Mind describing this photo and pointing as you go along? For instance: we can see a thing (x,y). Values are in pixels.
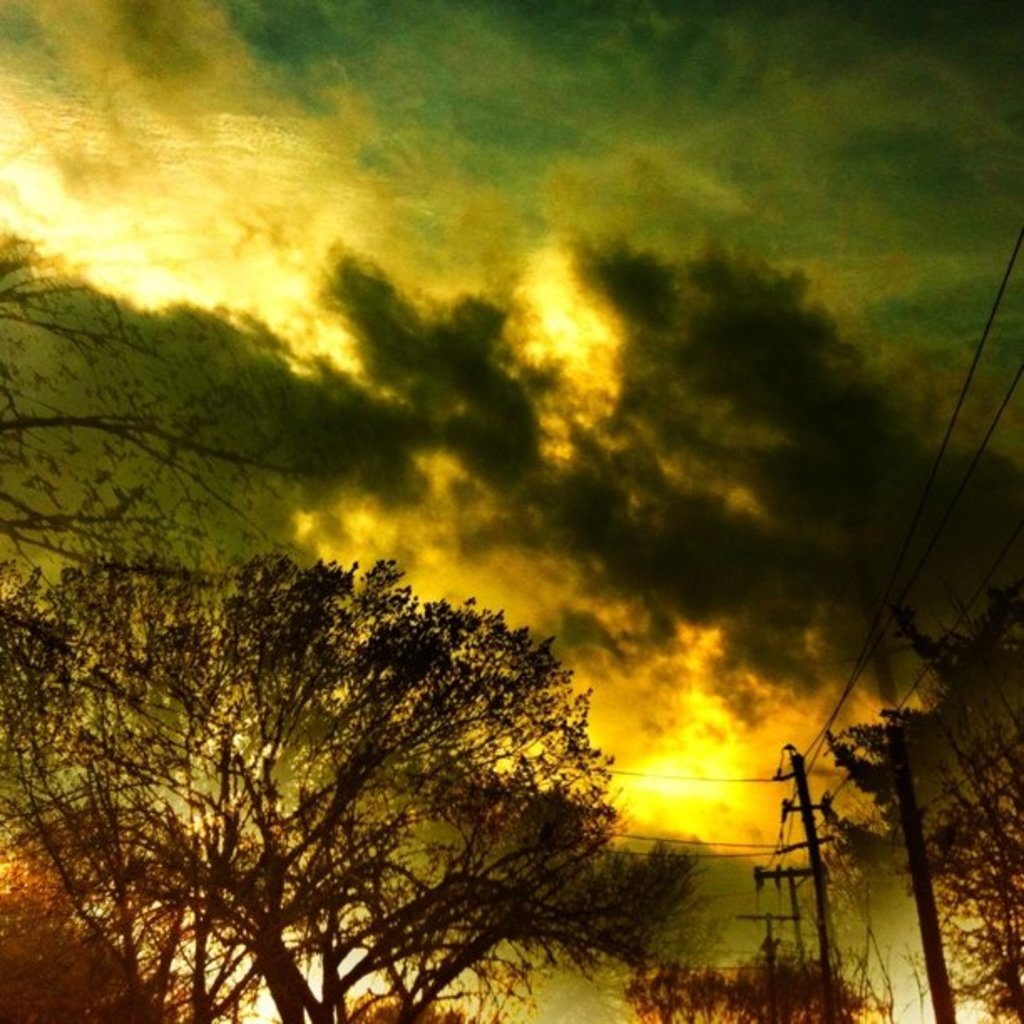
In this image I can see many trees (151,874). To the right (822,913) there are many current poles (811,860) and the wires (773,855) to it. In the back (356,240) I can see the clouds (419,299) and the sky (380,249).
